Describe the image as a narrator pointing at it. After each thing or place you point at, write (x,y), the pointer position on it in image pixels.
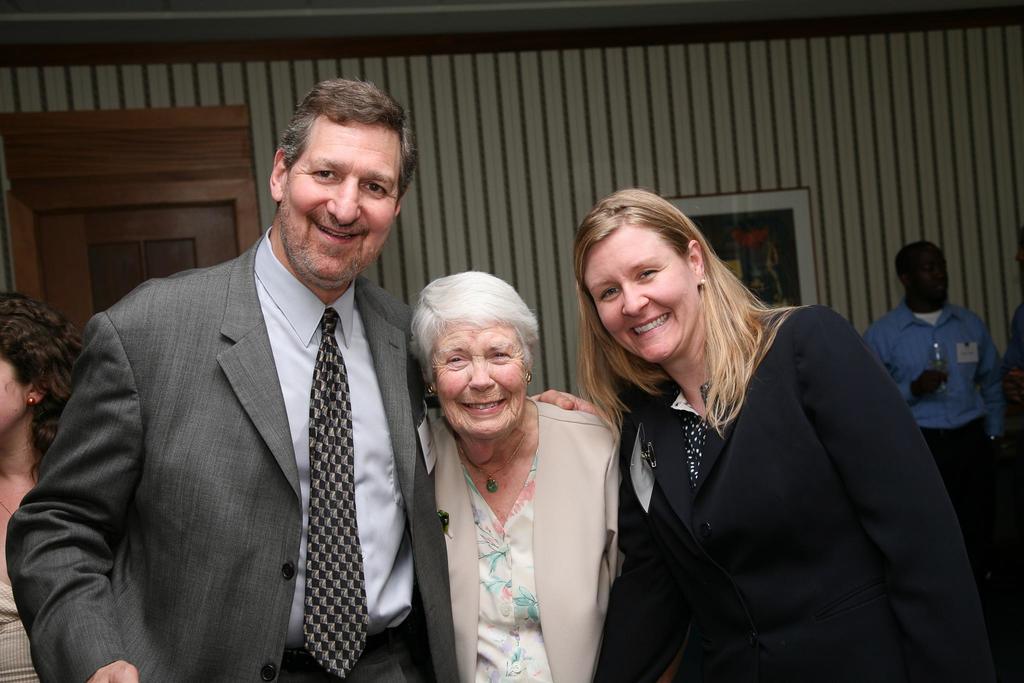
In this image we can see a man (363,485) and two women (470,556) are standing and all of them are smiling. In the background (42,305) there are few persons (7,334), doors (42,213) and a frame (812,287) on the wall (830,285). On the right side (953,350) we can see a man (962,395) is holding a glass (937,366) in his hand (922,378).
